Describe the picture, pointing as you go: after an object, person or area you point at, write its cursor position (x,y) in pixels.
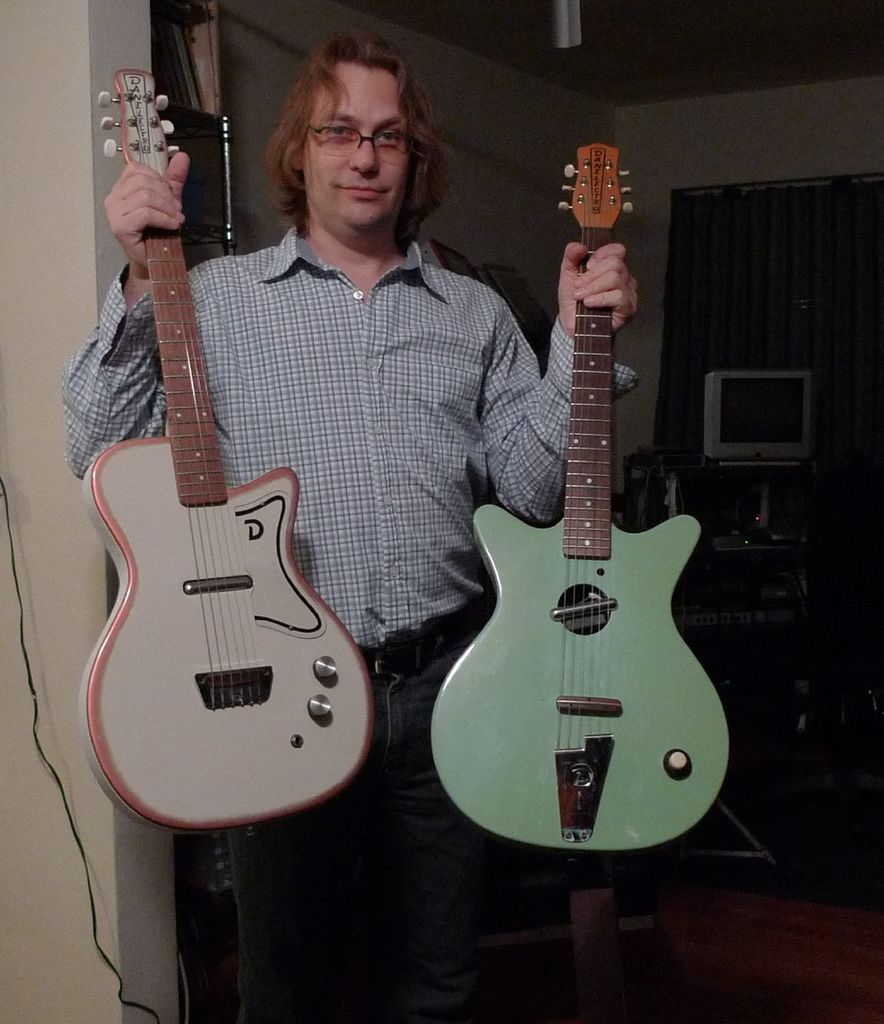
In this picture we can see a man (438,291), he is holding guitars (176,392) in his hands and he wore spectacles (355,148), in the background (788,386) we can see a television (783,419) on the table (726,467), and also we can see curtains (821,267).
